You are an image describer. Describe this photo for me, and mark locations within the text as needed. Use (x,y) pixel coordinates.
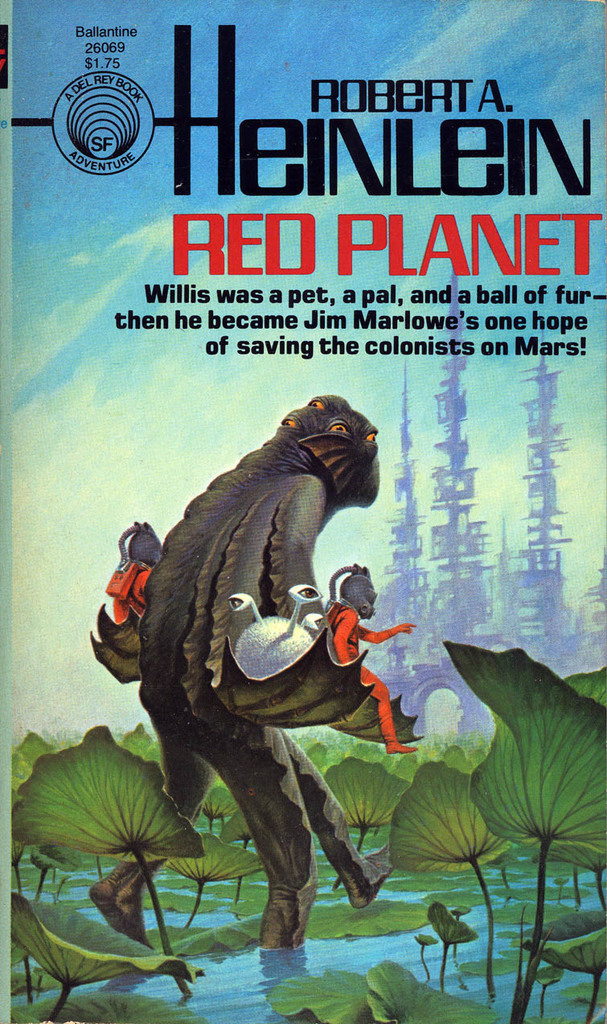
In this image, we can see some drawing (456,554) and some leaves (444,789) and some texts (369,352) is written on it.
